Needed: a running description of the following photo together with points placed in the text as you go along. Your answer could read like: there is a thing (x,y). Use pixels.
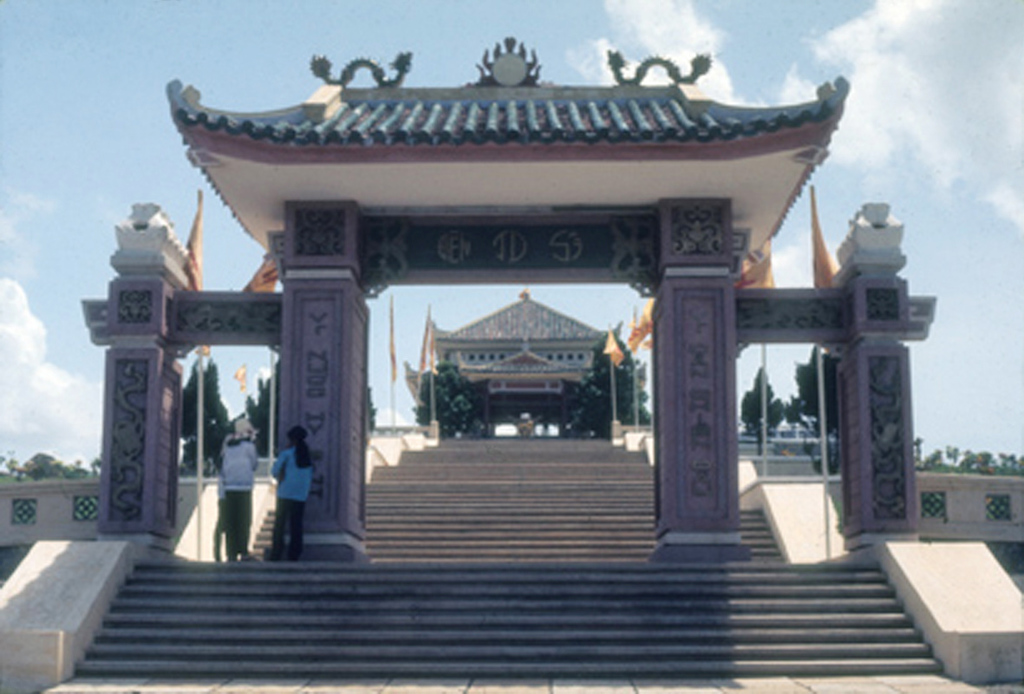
On the left side (52,674), there are steps (241,624) near a wall (255,533), there are persons (282,522) in different color dresses (228,527) standing near an architecture (271,339). In the background (549,327), there is an architecture (480,400), there are trees (459,395), steps (542,534), a wall (961,499) and clouds (8,381) in the blue sky (83,167).
